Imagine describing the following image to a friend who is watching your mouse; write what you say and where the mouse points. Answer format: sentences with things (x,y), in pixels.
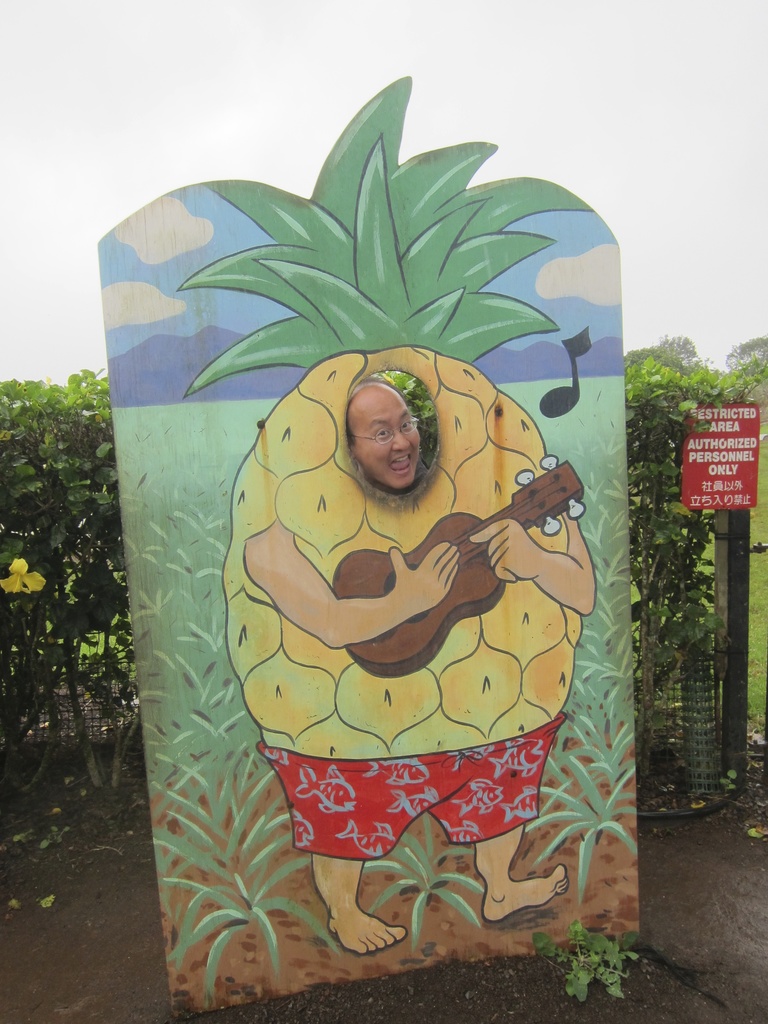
In this picture we can see a board (342,534) and the head (359,430) of a person (367,412). Behind the board (342,419), there are trees (30,459), mesh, another board (723,440) and the sky (643,62).
